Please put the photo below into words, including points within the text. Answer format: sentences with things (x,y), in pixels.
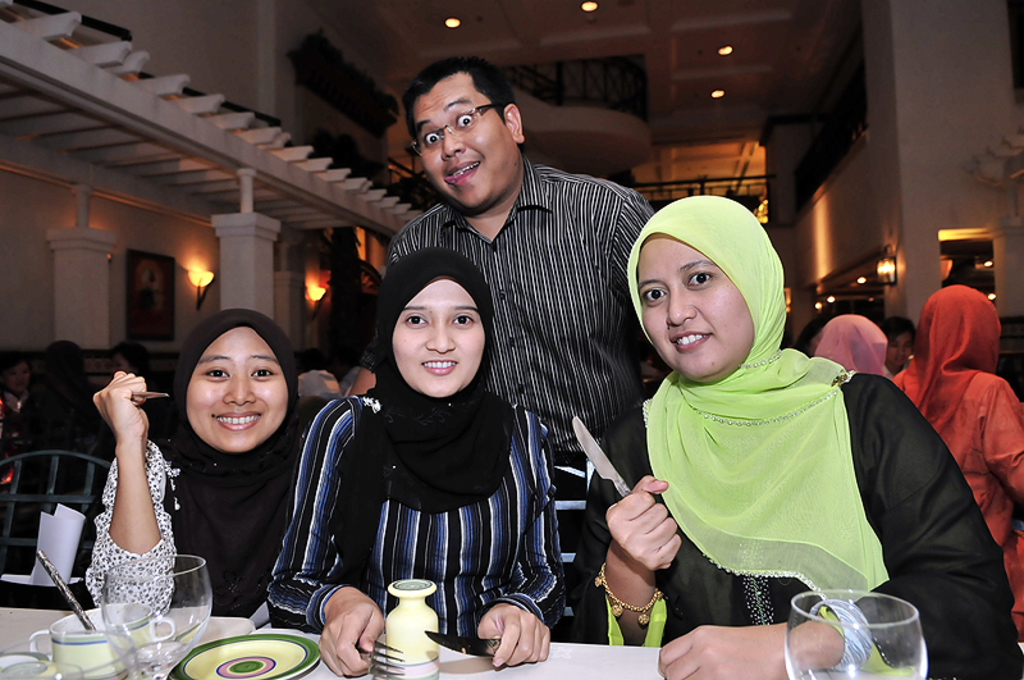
At the bottom of the image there is a table (272,652), on the table (45,614) there are some glasses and plates (24,664). Behind the table (39,626) three women (518,601) are sitting and smiling and holding knives (602,461) and fork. Behind them a man (471,109) is standing. Background of the image (997,403) few people (16,438) are sitting. At the top of the image (958,54) there is wall (952,205), on the wall (150,240) there are some frames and lights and there is ceiling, on the ceiling (686,82) there are some lights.
